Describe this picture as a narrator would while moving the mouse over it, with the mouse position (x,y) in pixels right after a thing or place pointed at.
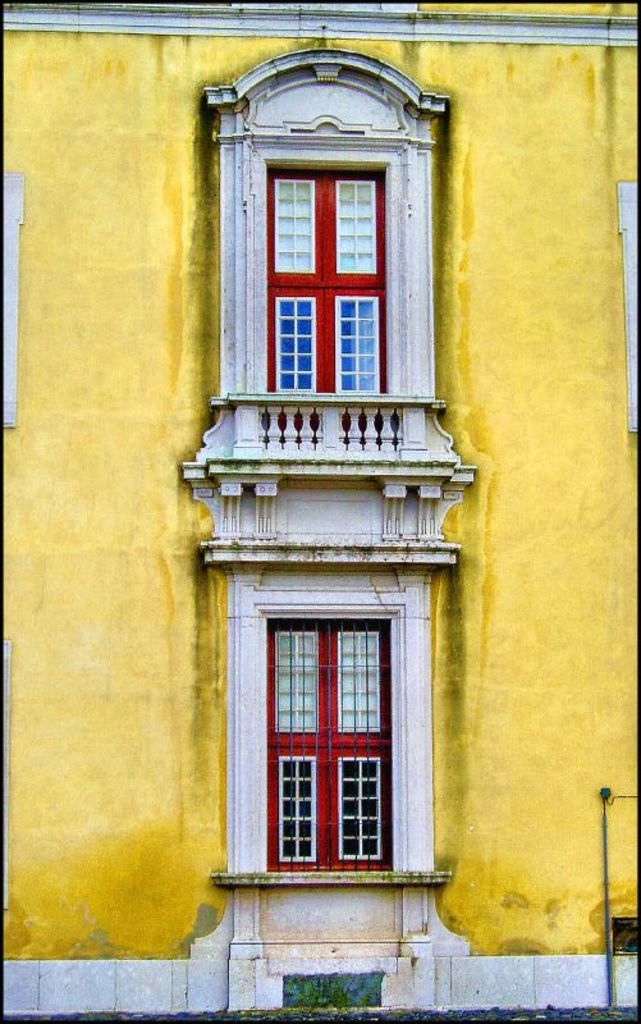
In this image I see a wall (636,975), which is of yellow in color and there are 2 windows (222,88) on it.
